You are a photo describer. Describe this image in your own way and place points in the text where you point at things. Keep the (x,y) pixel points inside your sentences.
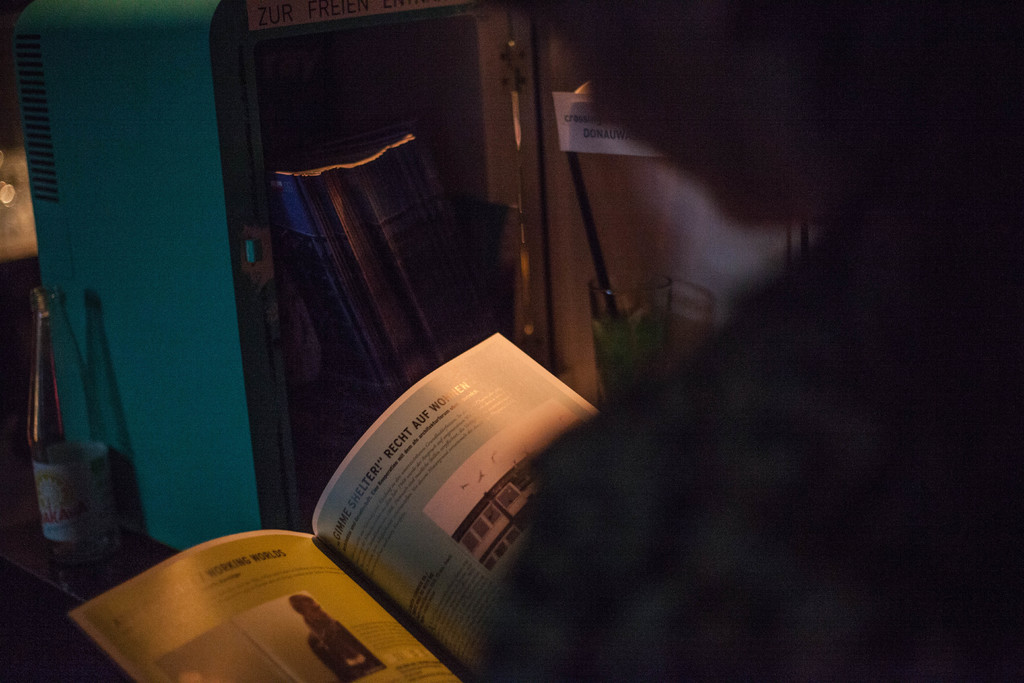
In this picture we can see a person (898,534) on the right side (890,532), there is a book (434,564) in front of the person (600,552), in the background (641,225) there is a wall (636,237), we can see a glass (610,336) here, on the left side (53,382) there is a bottle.
